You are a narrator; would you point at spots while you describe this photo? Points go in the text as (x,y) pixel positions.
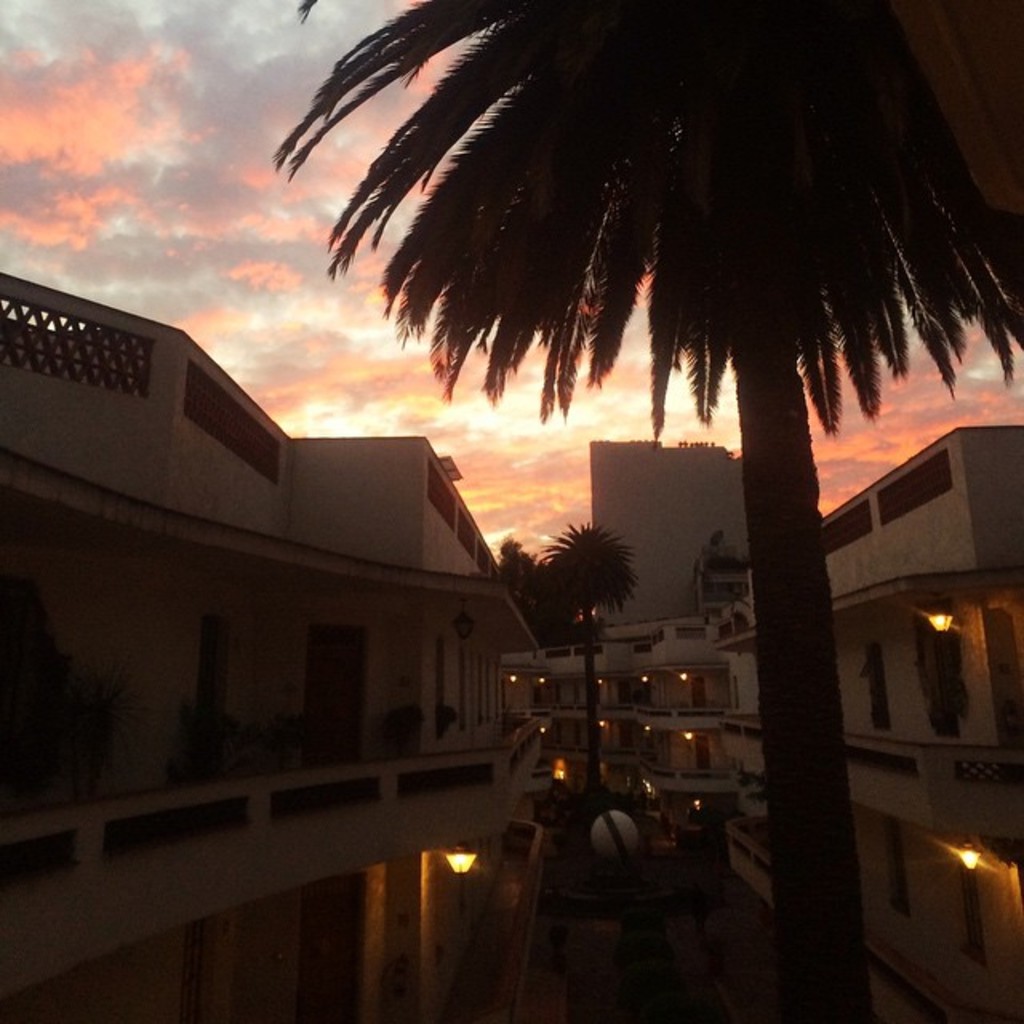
In this image there are some trees (599,786) in middle of this image (520,584) and there are some buildings (511,709) in the background (576,655) and there is a sky (290,291) at top of this image (292,286).
